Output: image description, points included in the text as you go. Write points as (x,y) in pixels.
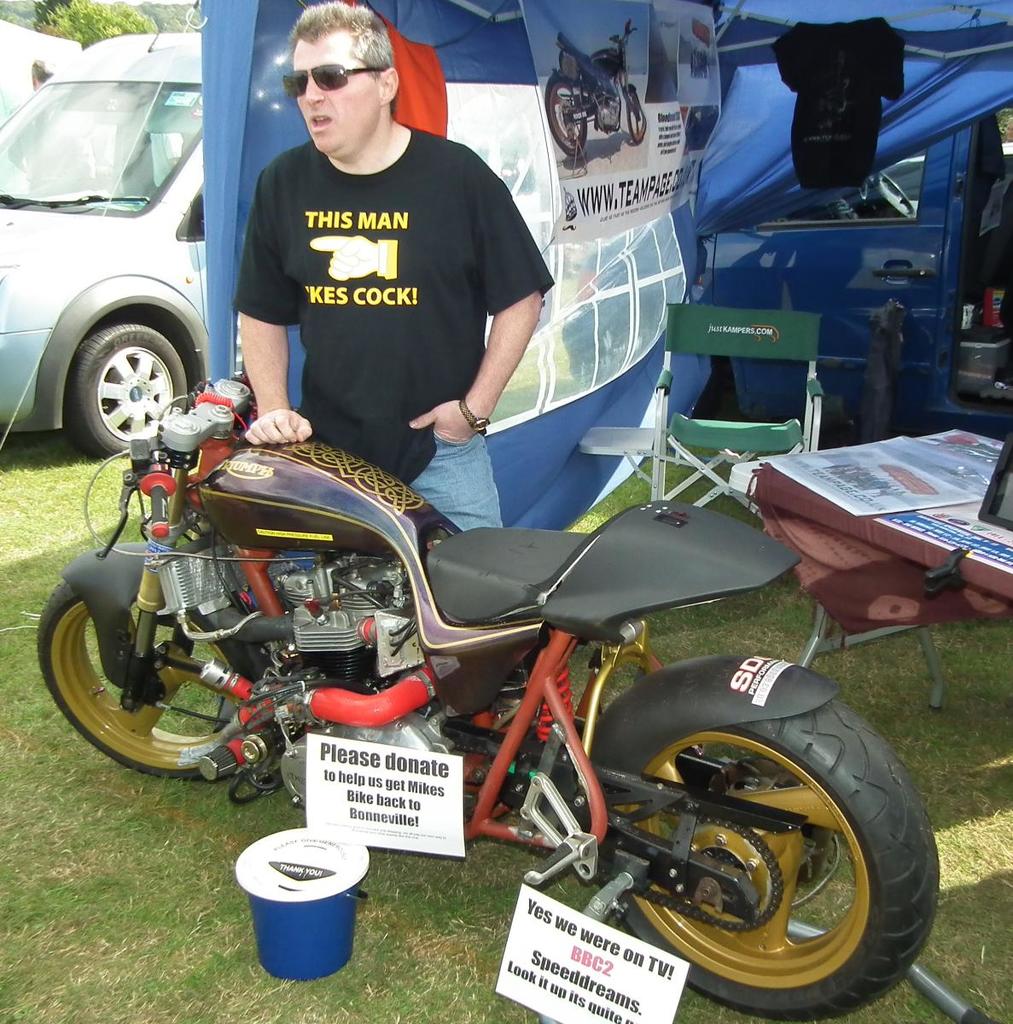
In this image we can see motor vehicles (287,643) on the ground (487,848), person (254,330) standing on the ground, tent (629,296), chair (738,333) and a bin (286,931).
